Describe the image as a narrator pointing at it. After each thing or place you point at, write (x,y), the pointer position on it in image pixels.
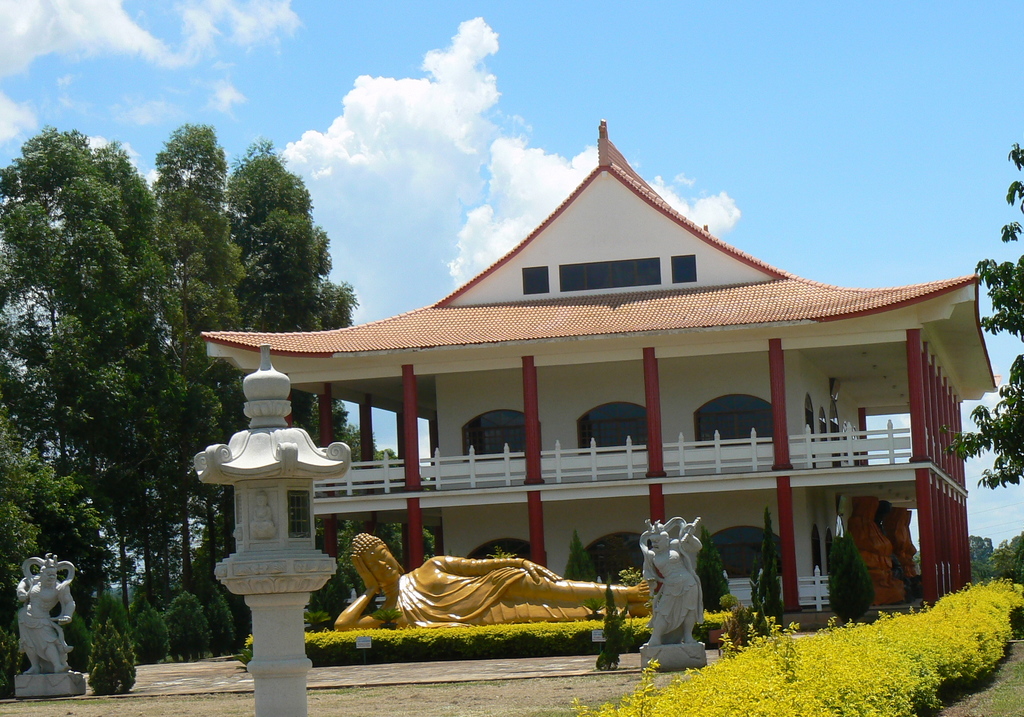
In this picture I can see few sculptures (357,566), number of plants (463,654) and bushes (328,629) in front (36,614). In the middle of this picture (571,299) I can see number of trees (228,303) and a building (587,300). In the background (411,274) I can see the cloudy sky (637,134).
